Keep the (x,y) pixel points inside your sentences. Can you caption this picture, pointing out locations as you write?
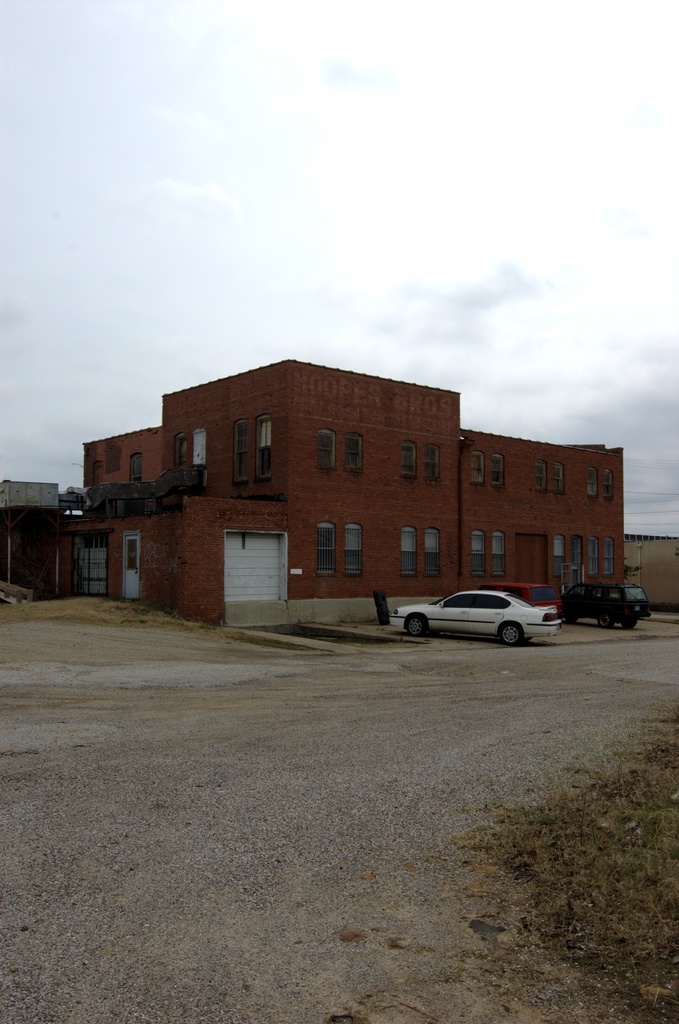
In the foreground of the picture (276,877) we can see road (355,861) and grass (661,913). In the middle of the picture (336,583) there are cars (510,609) and building (346,553). At the top (284,256) we can see sky (498,243).
